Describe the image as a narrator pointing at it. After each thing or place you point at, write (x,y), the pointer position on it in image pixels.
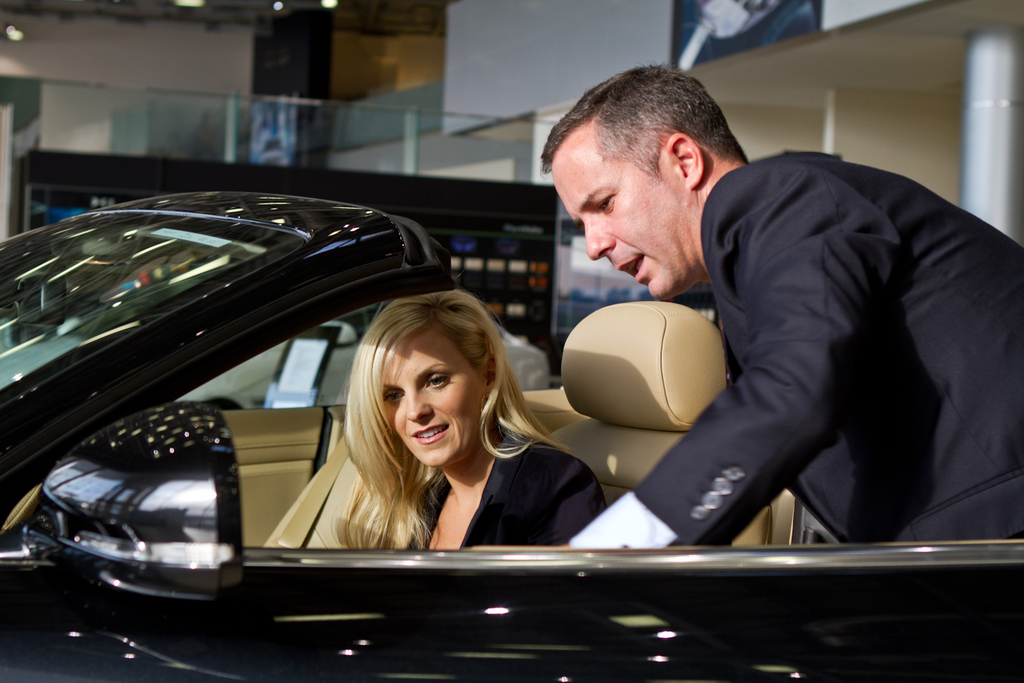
In this image we can see a person (495,484) sitting in the car (328,595) and the other person (752,414) standing. At the back (617,14) we can see the wall (617,14) with frame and pillars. And we can see a glass (72,116) and board (547,214) with lights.
